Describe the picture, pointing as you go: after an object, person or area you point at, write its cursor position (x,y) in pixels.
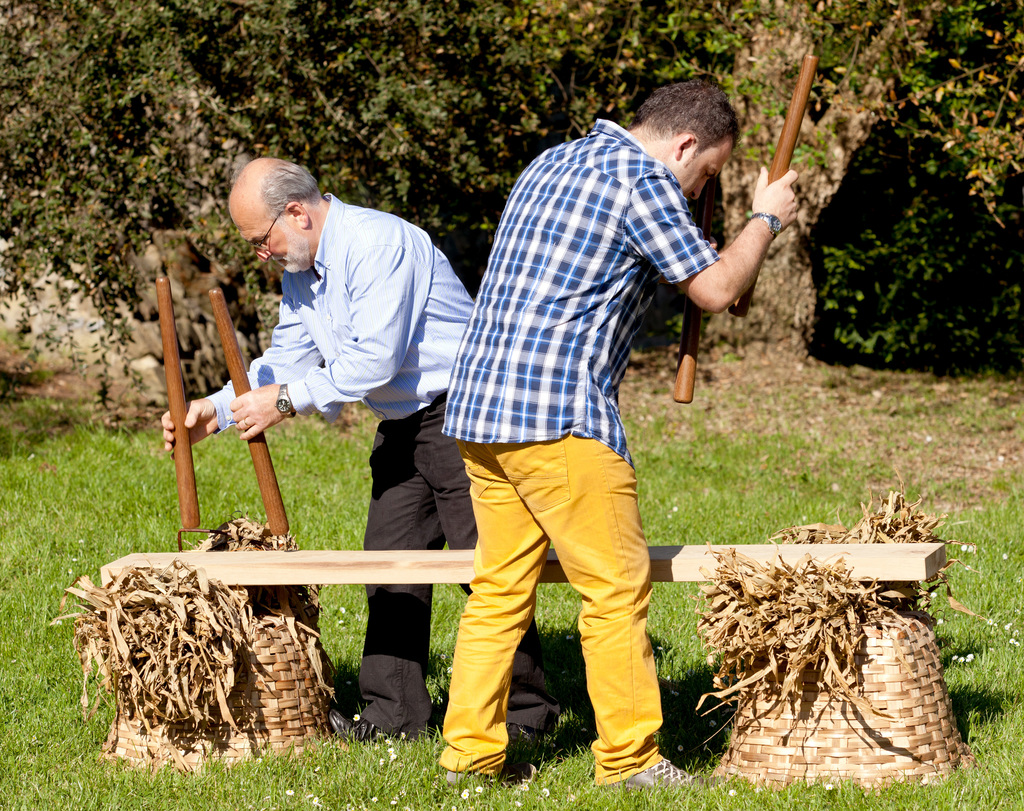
This is the picture of two people (425,335) who are holding some sticks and standing in front of the thing (912,549) which has two baskets (909,657) on the grass floor (35,580) and around there are some trees (1019,233) and plants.
